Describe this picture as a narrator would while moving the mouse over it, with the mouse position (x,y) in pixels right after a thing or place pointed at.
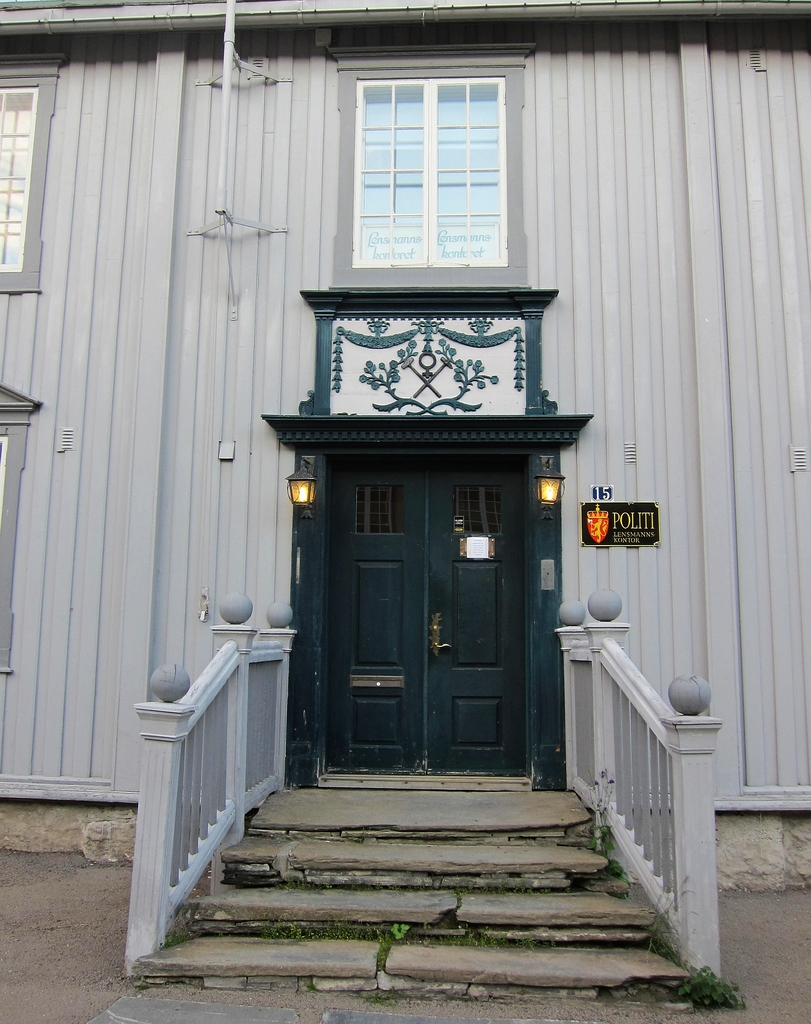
In this image there is a building (450,302) having a door (432,538) and few windows (431,197). Two lights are attached on the either sides of the door (380,549). Before the door (487,669) there is a staircase (387,875).
